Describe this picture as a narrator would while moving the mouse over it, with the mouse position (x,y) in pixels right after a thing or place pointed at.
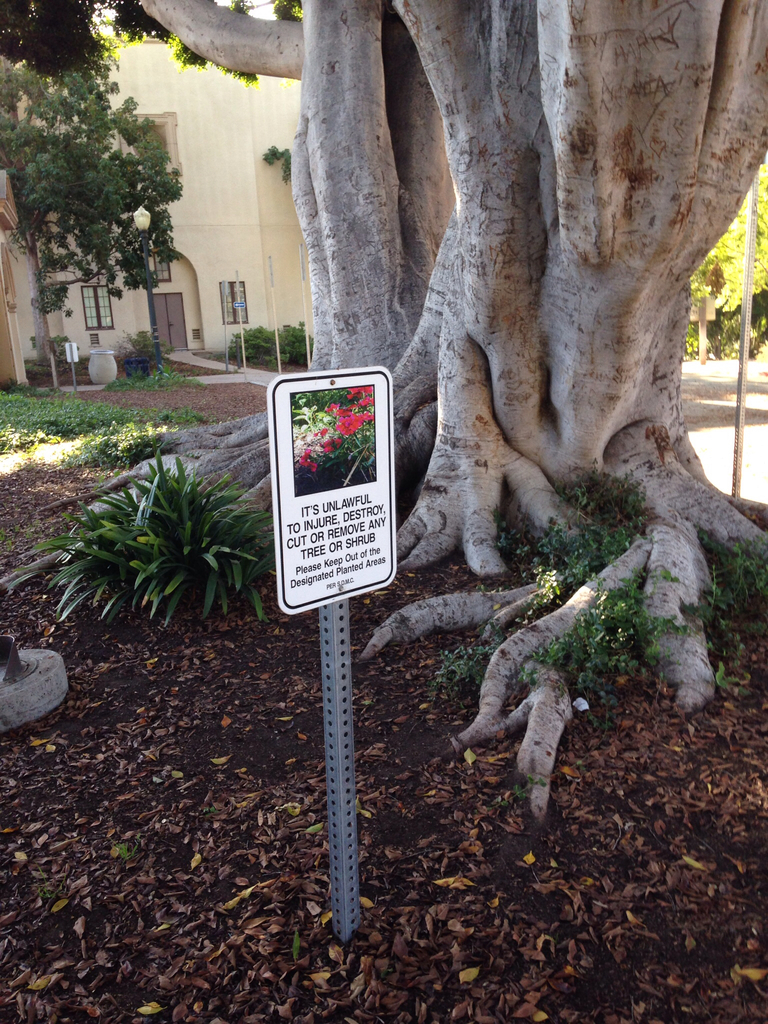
In this picture there is a white color board (316,496) fixed to this pole (337,683). There are some plants (551,581) here. We can observe some dried leaves (121,891) on the land (265,831). There is a tree (414,318). In the background (217,249) we can observe a building (217,235) and a tree (38,133).
